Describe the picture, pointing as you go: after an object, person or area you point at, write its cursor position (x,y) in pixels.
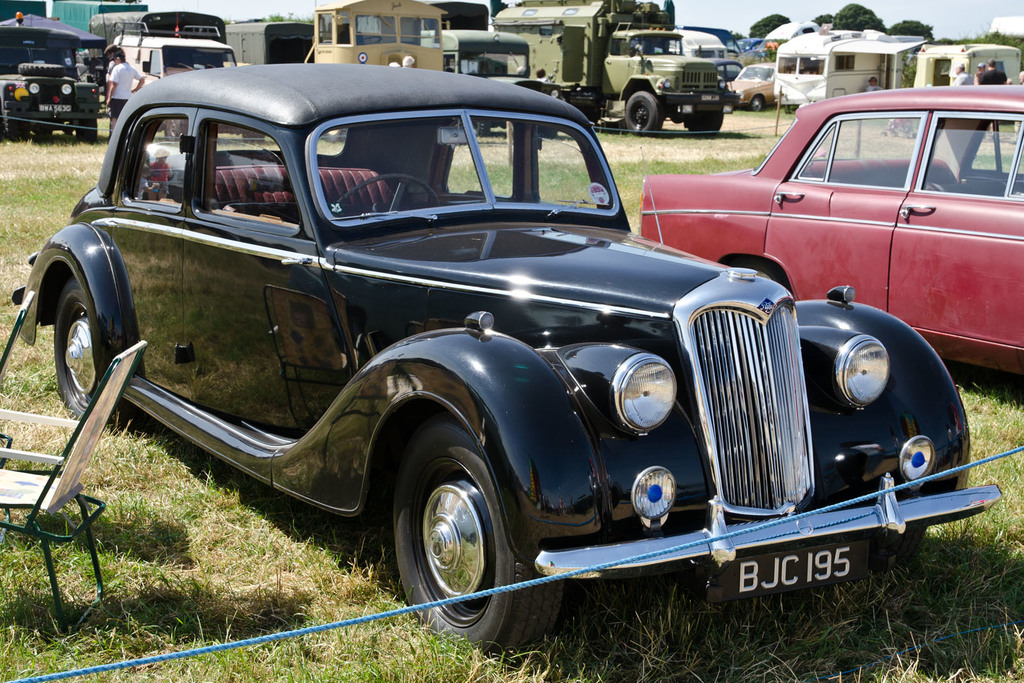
In the image vehicles (473,202) on the ground (55,428). I can also see people (966,68), the grass (140,466), wires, trees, a chair (74,482) and some other objects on the ground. In the background (690,16) I can see the sky (749,14).
